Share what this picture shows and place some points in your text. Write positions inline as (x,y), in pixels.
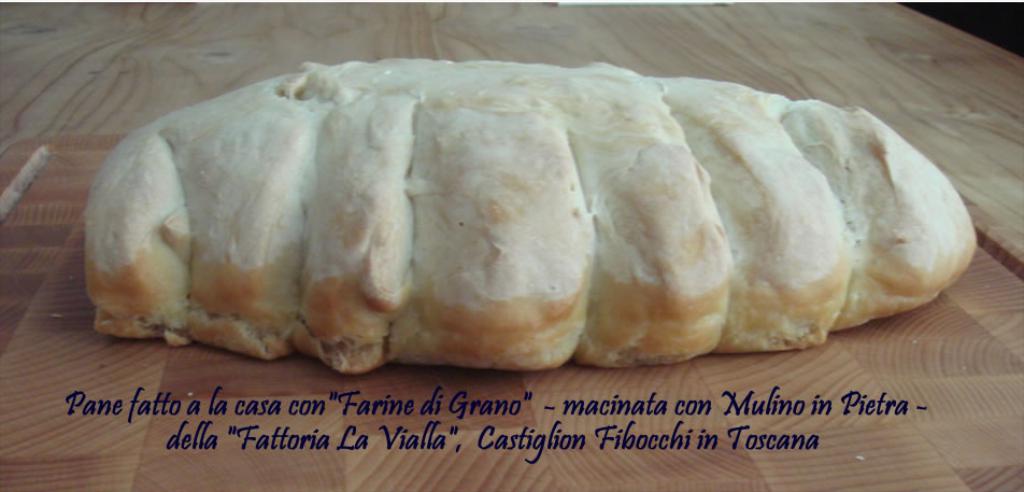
There is white color powder (381,105) on the pasty (764,293) which is on the wooden table (117,126). Below this, there is a violet color text (783,439).
